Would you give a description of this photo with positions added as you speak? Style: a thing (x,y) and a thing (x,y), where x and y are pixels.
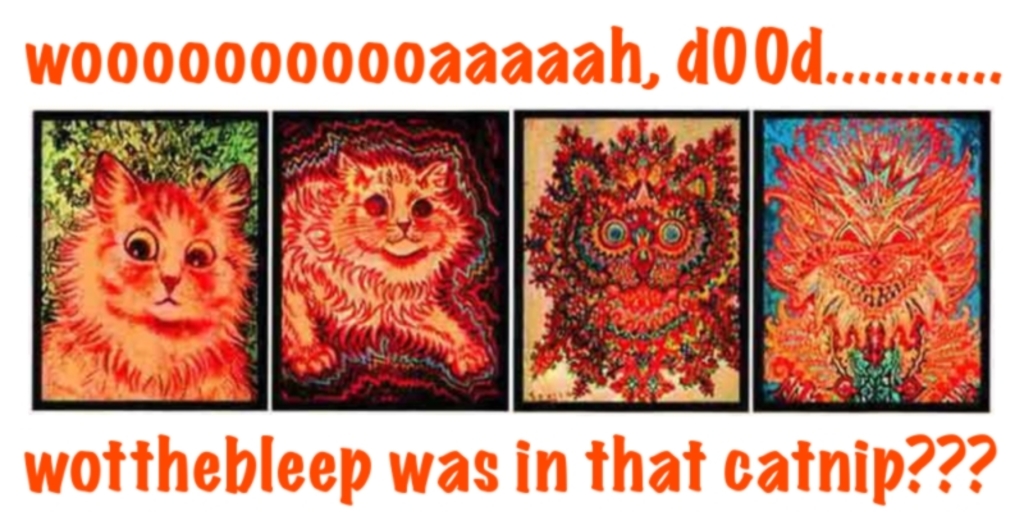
In this image I can see in the middle (504,224) there are cartoon pictures (414,239), there is the text (183,63) at the top (279,42) and the bottom.
